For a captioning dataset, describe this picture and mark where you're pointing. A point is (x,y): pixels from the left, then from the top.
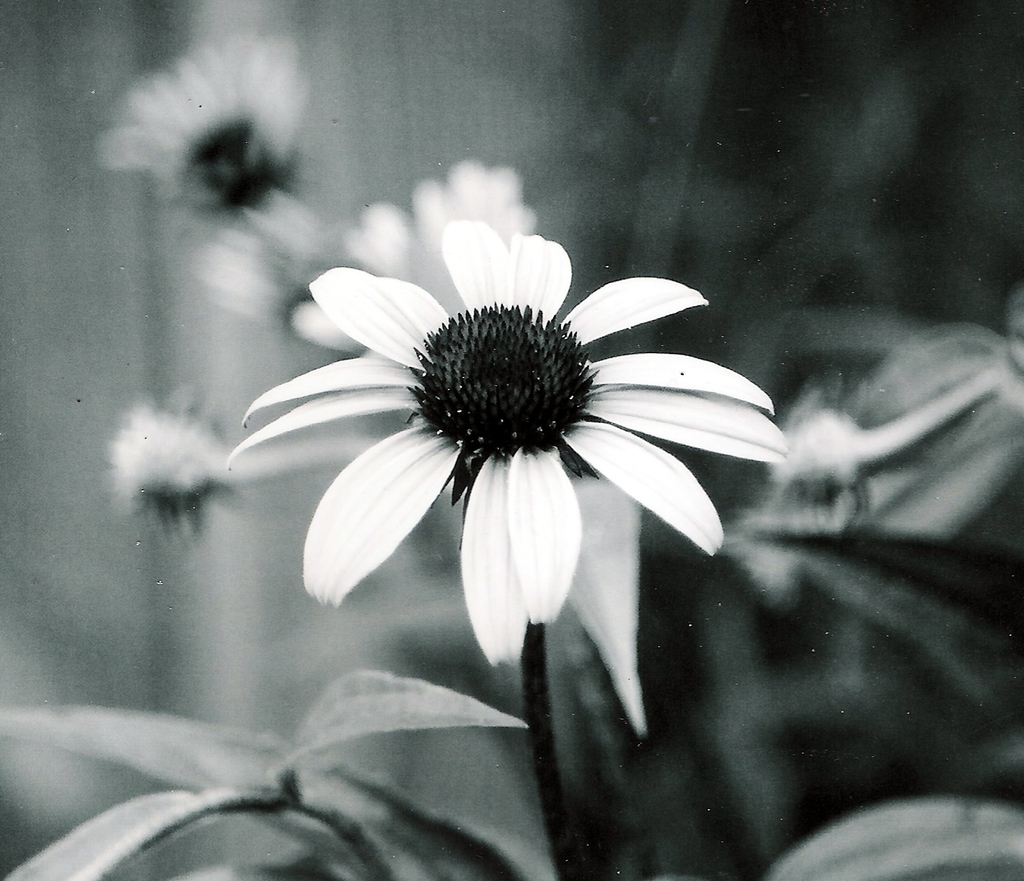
This is black and white image. In this we can see flower (525,499), leaves (313,726) and stem (546,727). The background (507,792) is blurry.
